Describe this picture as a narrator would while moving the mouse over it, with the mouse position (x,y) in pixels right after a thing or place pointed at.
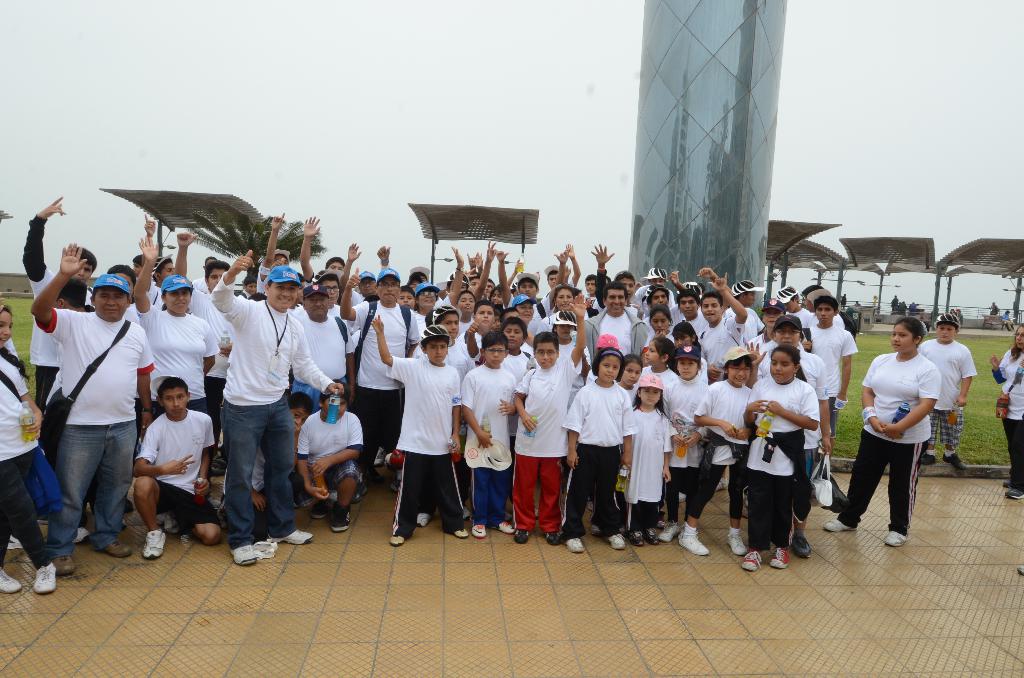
In this picture there are group of people (680,377) standing and there are three people (297,448) on knees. At the back (198,208) there are sheds (176,224) and there is a tower (738,250) and there are trees (302,243). At the top (211,110) there is sky (289,111). At the bottom (353,562) there is a pavement (353,562) and there is grass (851,415). On the right side of the image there are group of people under the shed (886,274).
